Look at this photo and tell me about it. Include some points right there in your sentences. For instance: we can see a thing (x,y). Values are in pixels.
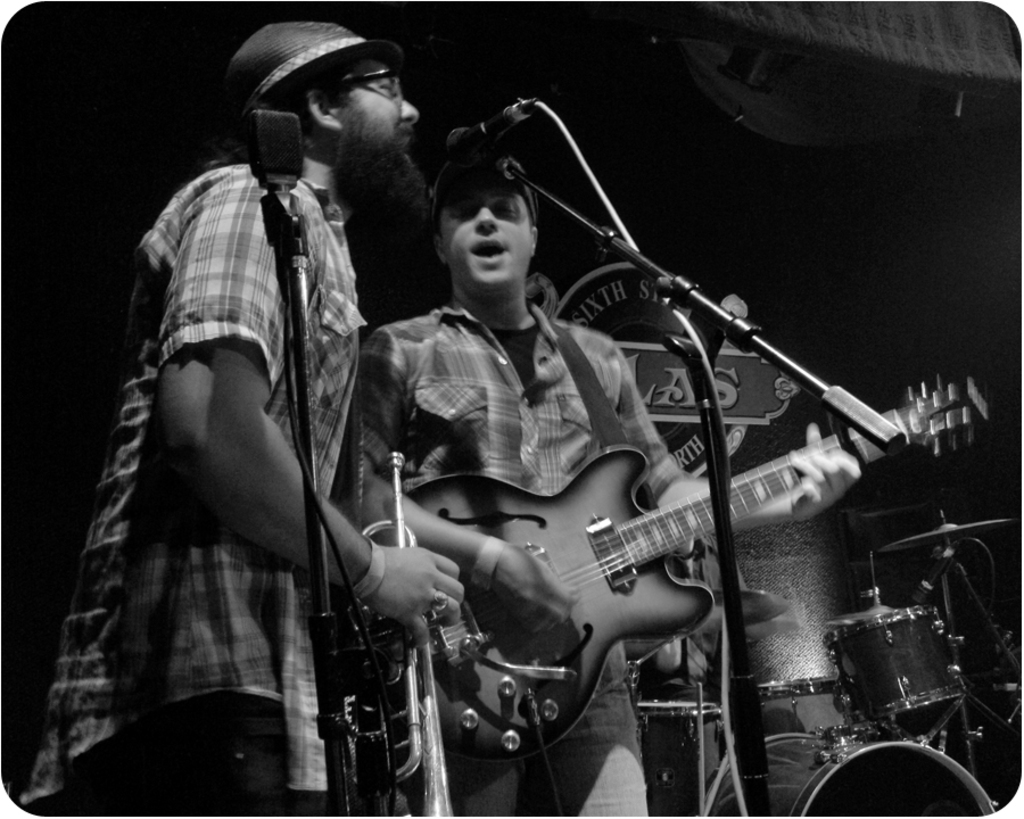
In this image we can see two persons (477,438) are standing and singing a song by playing a guitar (608,541) background (891,793) we can see so many musical instruments (844,640) are been placed.
